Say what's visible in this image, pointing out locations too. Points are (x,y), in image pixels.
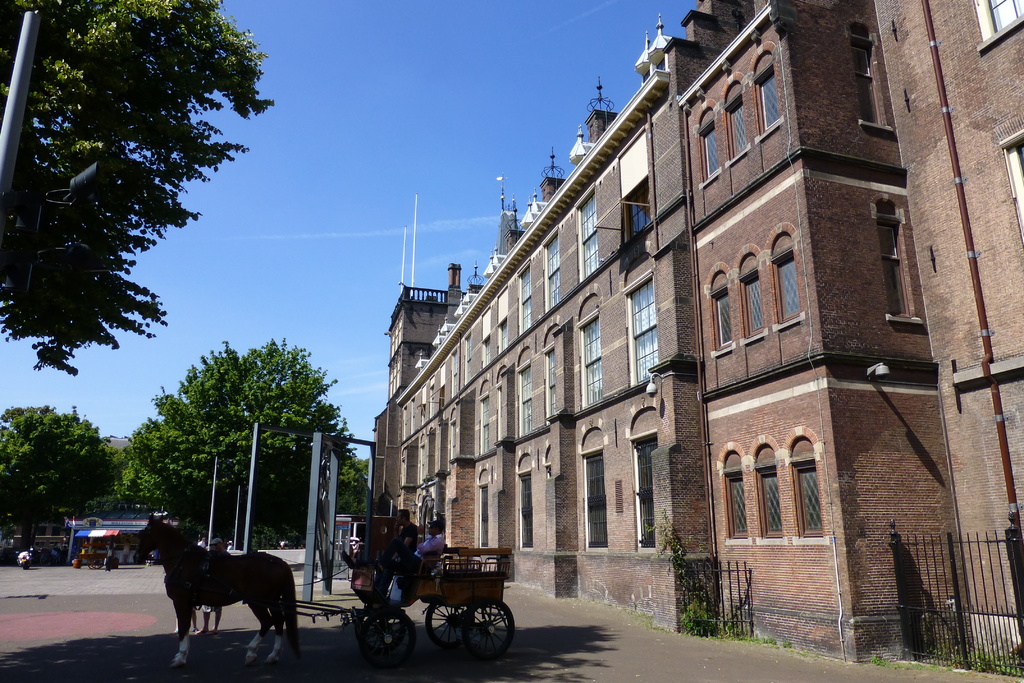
In this image there is a horse cart (492,597), in that cart (441,574) there are two men (398,552) sitting near the horse (230,580) there is a man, on the right side (813,422) there is a building (521,280), in the background (228,419) there are trees (134,461) shop (121,523) and a sky (262,196).
